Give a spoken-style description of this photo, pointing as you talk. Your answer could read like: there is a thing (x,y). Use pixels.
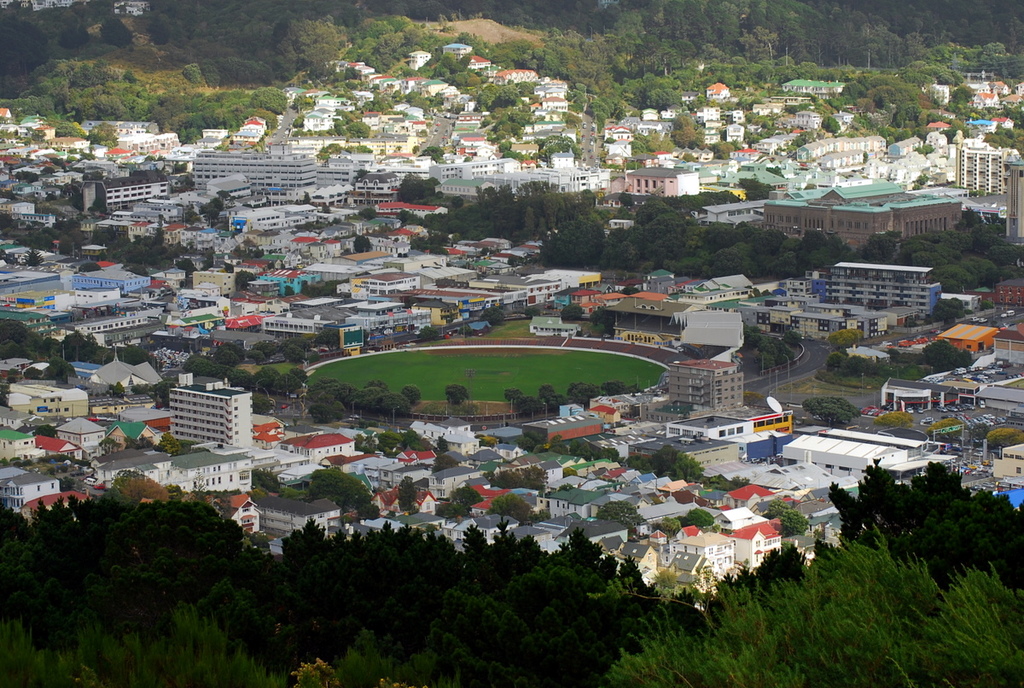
At the bottom of the image (466,604) there are trees (550,608). And in the image there are buildings (832,307), trees (133,357), roads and stores (125,324). In the middle of the buildings (264,231) there is a ground (545,368). At the top of the image (16,56) there are trees (322,14).
